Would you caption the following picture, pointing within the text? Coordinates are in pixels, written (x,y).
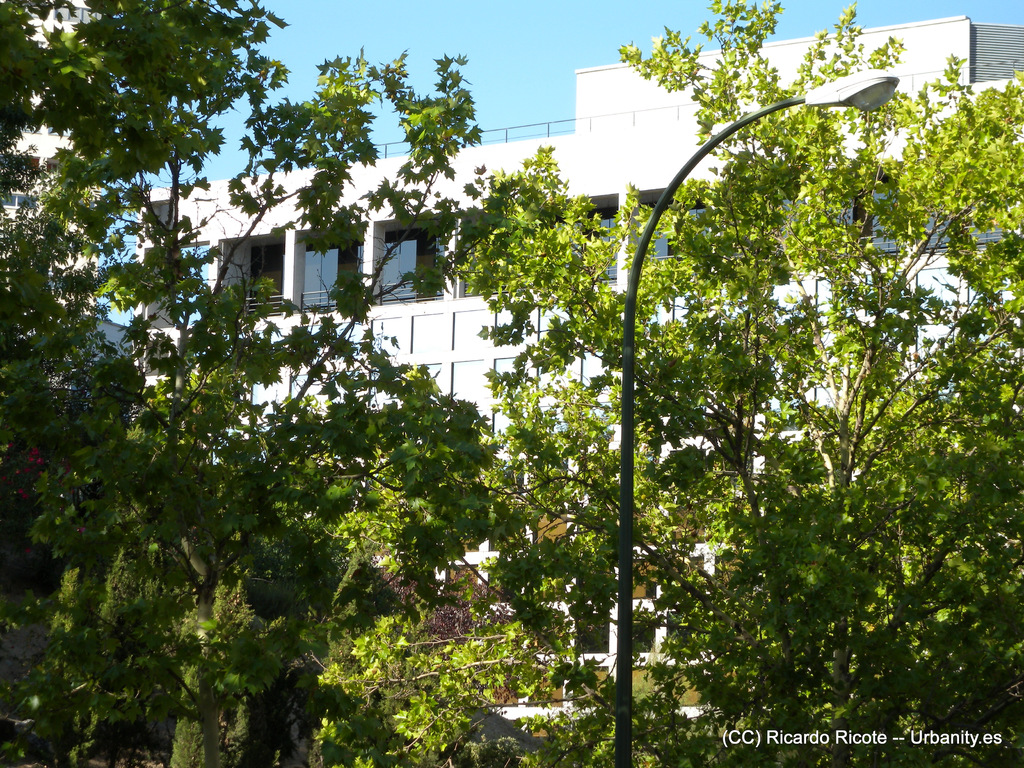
In this image there is a building (367,253) and there are many plants (424,638) and trees (645,579) are there, we can see a street light (625,431) in the image.
